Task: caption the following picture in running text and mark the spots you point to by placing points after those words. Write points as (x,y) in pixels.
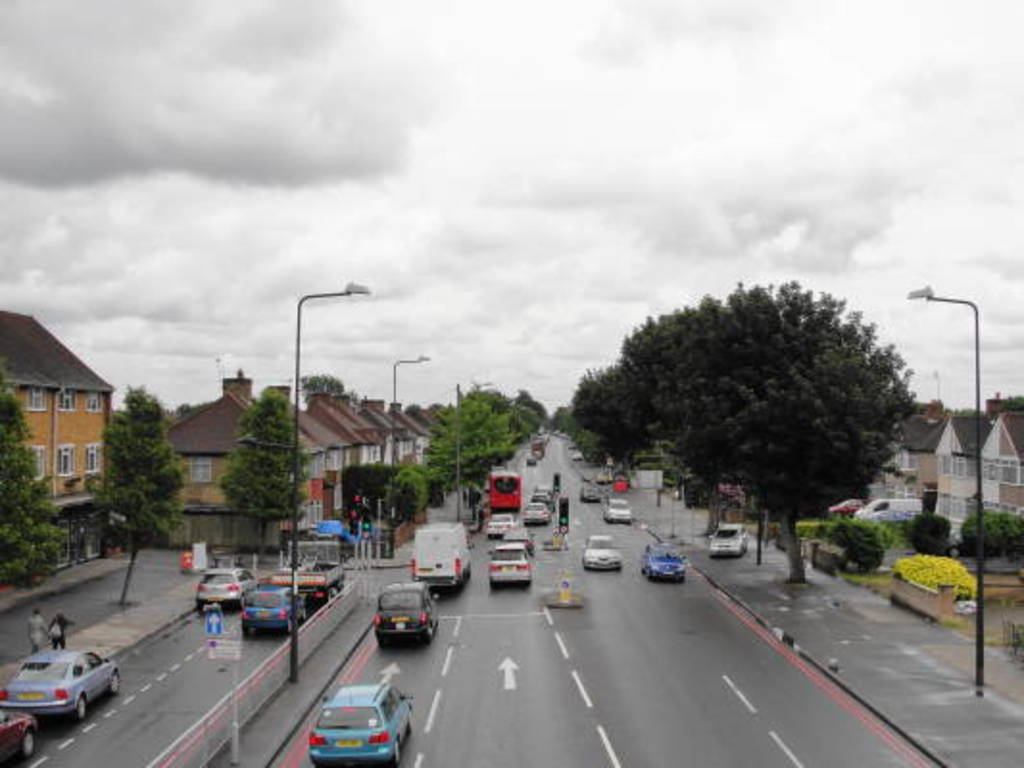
In this image we can see the vehicles (594,567) on the road (686,672). And we can see the street lights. And we can see a few houses (332,440), people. And we can see the plants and trees (743,431). And we can see some boards (660,489). And we can see the clouds (577,181) in the sky (442,181).
